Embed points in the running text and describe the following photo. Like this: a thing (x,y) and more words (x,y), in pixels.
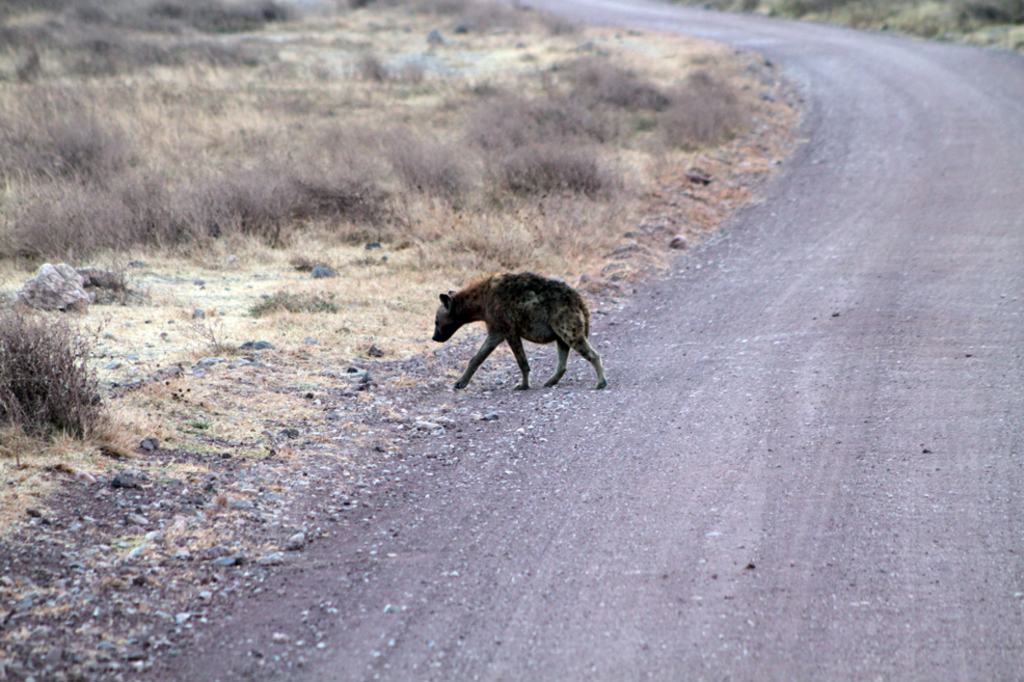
This image consists of an animal (538,297) walking. At the bottom (839,578), there is a road (818,562). To the left (334,111), there is a dry grass (296,101) on the ground (36,467).
